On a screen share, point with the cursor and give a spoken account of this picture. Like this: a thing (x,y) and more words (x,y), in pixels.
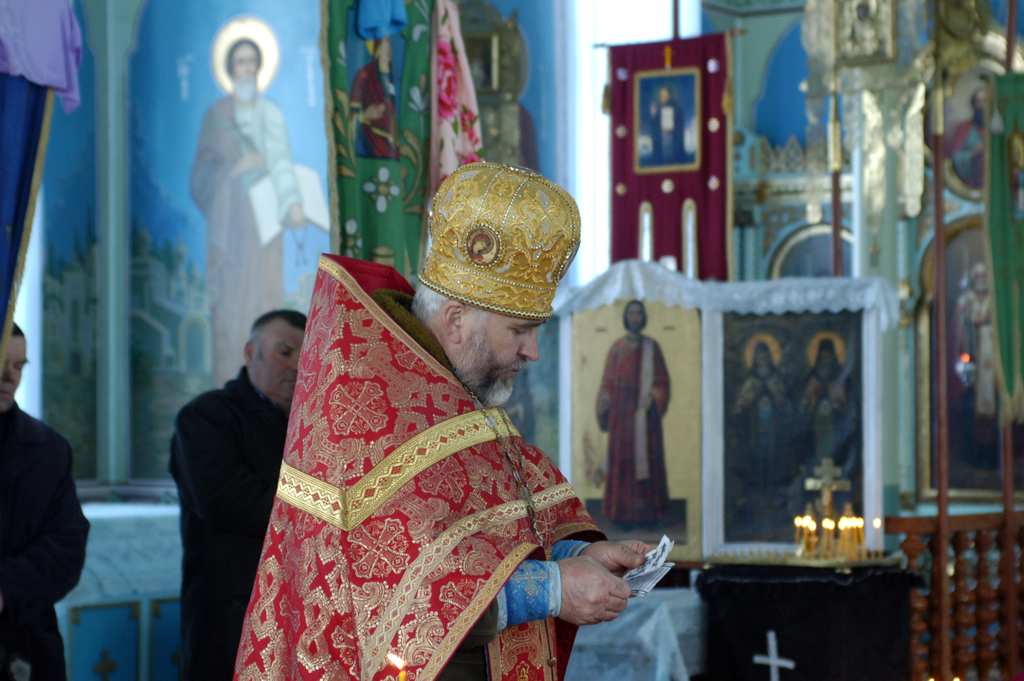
In the center of the image (447,433) we can see a priest (456,515) holding a paper (654,574) in his hand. On the right (758,576) there is a table (820,583) and we can see candles (822,525) placed on the table (838,573). On the left (233,536) there are two people (227,553). In the background (159,241) there are wall paintings (189,134) and a board (666,256).
